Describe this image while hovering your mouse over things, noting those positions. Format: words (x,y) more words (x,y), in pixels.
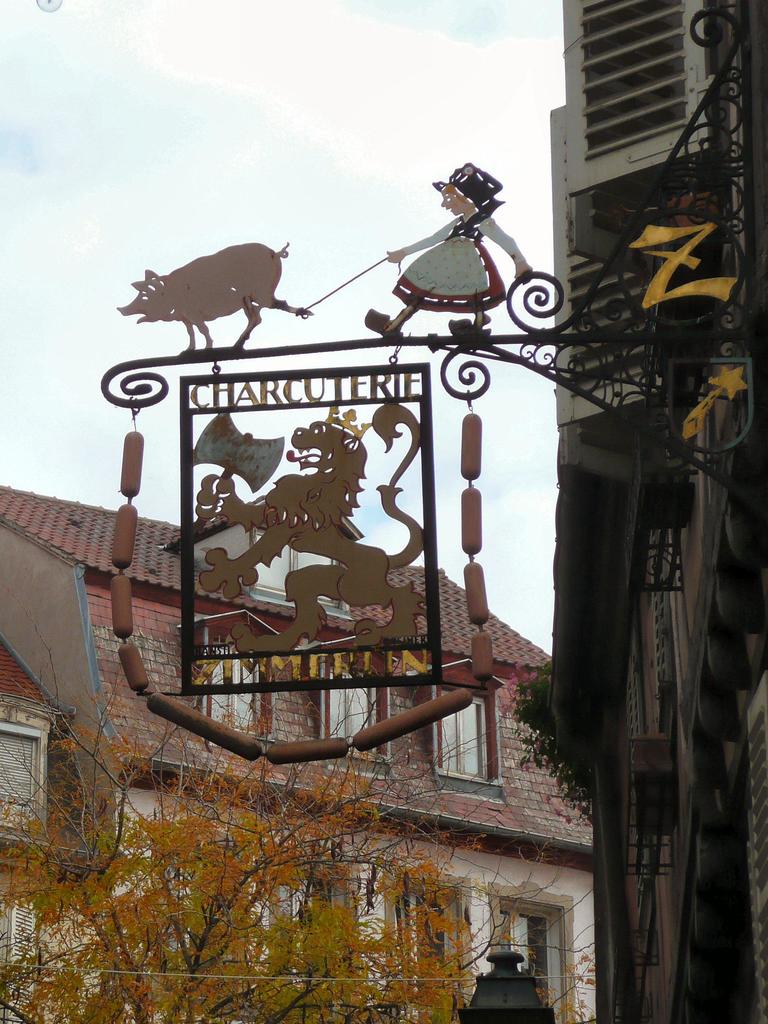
In this image, I can see a name board (304,438) to an iron grille (654,337). There are buildings (474,806) and trees (342,808). In the background (245,360), there is the sky (192,69).
